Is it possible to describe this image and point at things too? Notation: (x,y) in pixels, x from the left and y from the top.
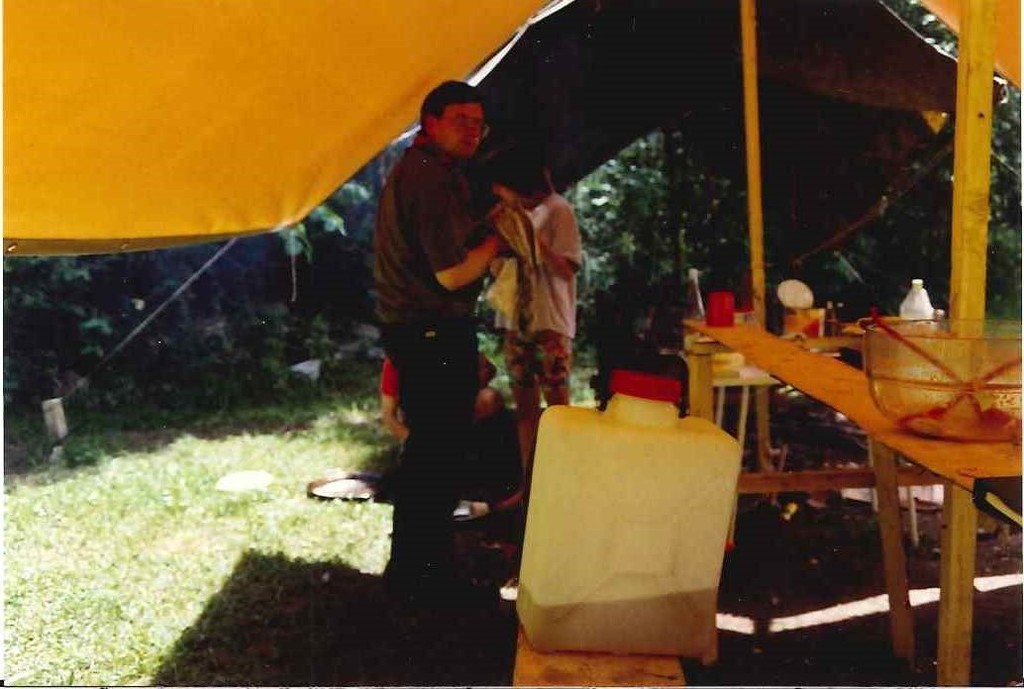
In this image I can see few people (422,239) with different color dresses (396,269). These people (400,259) are under the tent (394,43). To the side I can see the can (588,483) and many objects (937,371) on the table (834,405). There are many trees (299,268) in the back (596,260).
